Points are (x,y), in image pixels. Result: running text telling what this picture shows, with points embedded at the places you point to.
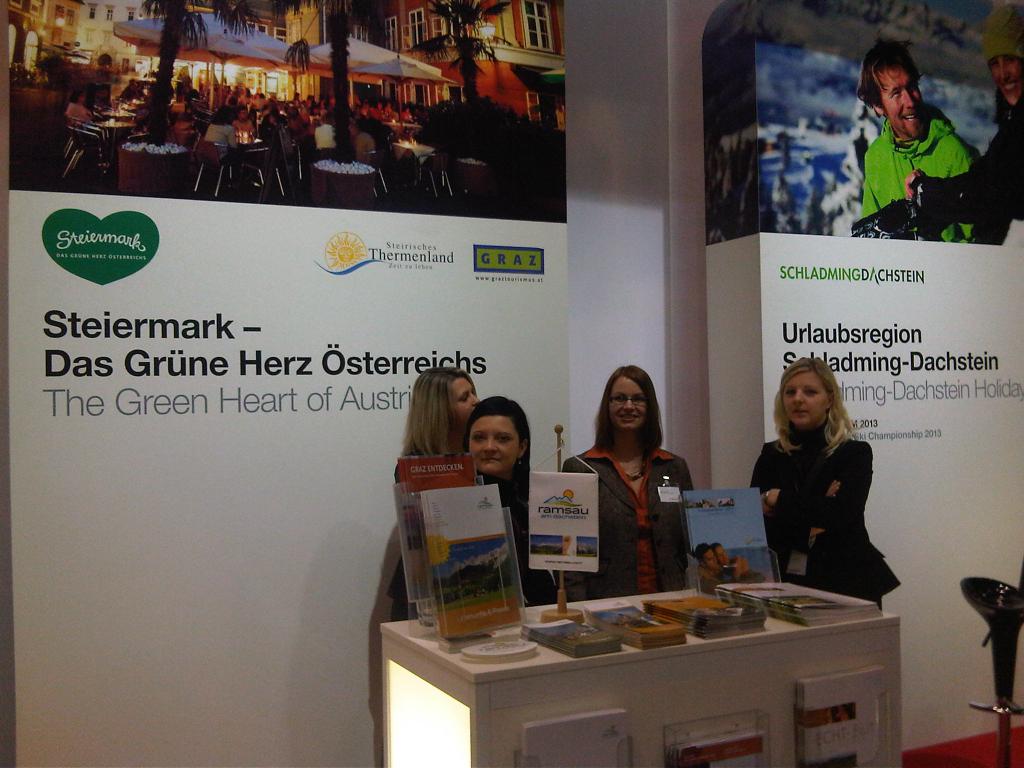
There is a poster (304,446) showing on the wall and in front of that there is a table (616,691) and some standing beside that. there are some magazines (633,634) and books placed on it.
